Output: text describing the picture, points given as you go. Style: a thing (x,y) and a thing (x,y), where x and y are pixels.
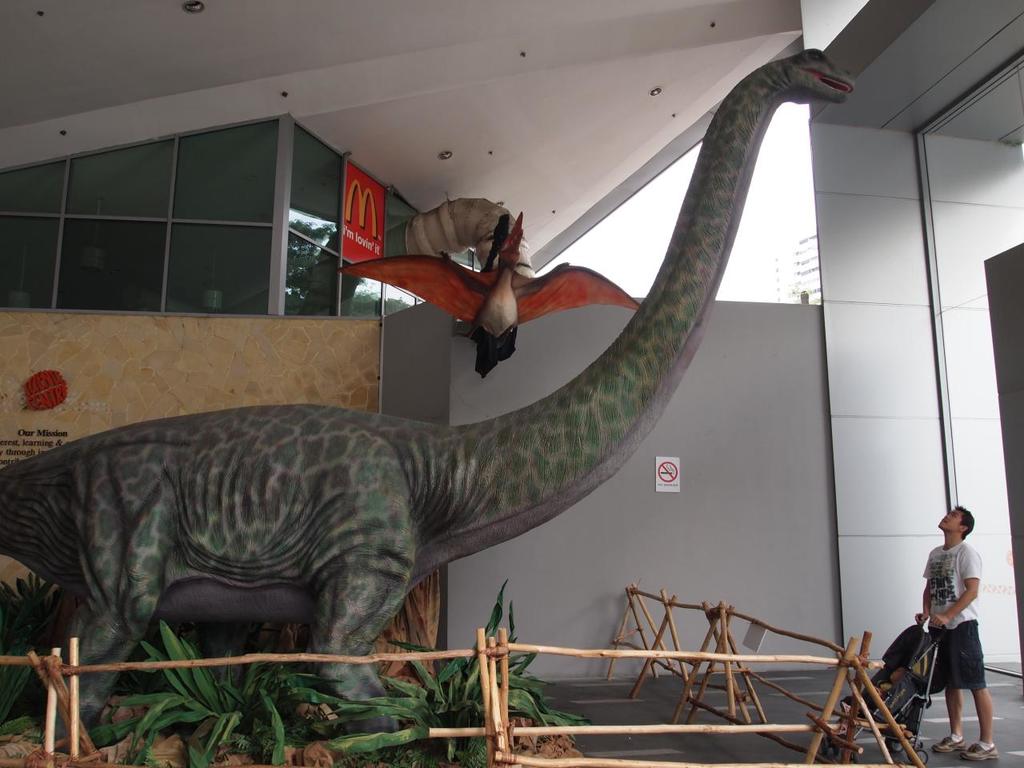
In this image there is a person (956,610) standing by holding the baby trolley (892,663). In the trolley (923,650) there is a baby (905,673). In front of the trolley (937,651) there is a wooden fence (409,654). On the fence (530,730) there are plants (253,673) and a depiction (256,484) of a dinosaur (289,416). Beside the dinosaur (283,448) there is a sign board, logo (42,407), some text (11,454) and a depiction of a dragon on the wall (106,369). Behind the depiction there is a glass wall (189,269) with metal rods (286,157) and name board (375,234) on it. On top of the image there are lights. Through the glass (143,233), we can see the building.
